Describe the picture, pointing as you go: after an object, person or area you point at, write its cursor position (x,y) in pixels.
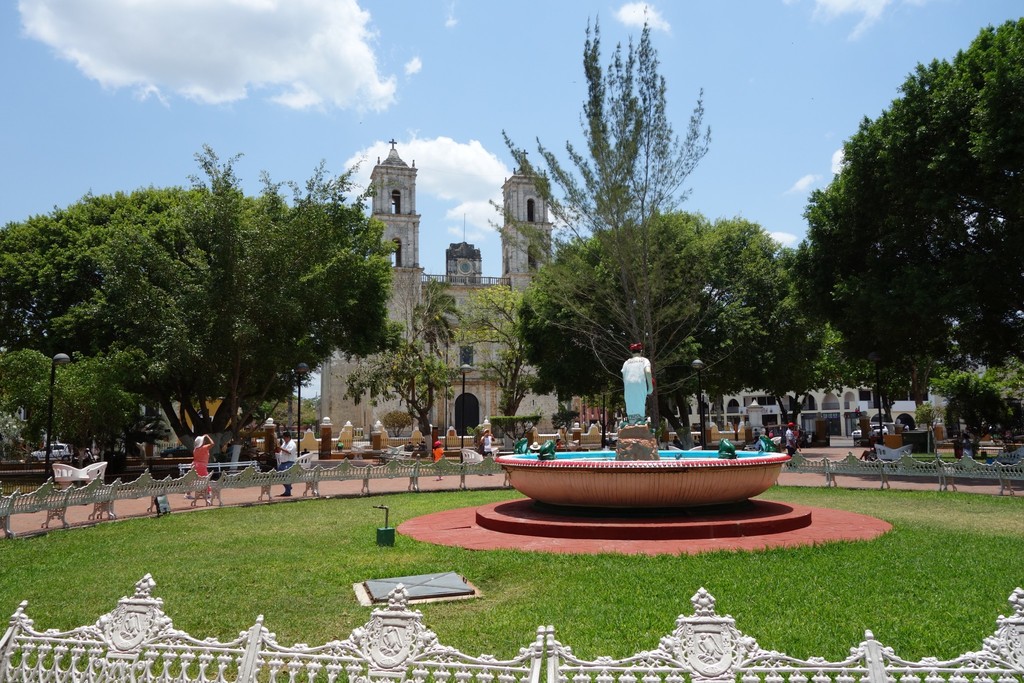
In the image there is a water fountain (667,470) in the middle (637,415) surrounded by grassland (943,592) all around it followed by a fence (120,642) and in the back (803,338) there are many trees (649,327) followed by a building (395,200) in the background (456,377), there are few people (196,454) walking on the road (787,480) and above its sky (487,63) with clouds (228,70).
